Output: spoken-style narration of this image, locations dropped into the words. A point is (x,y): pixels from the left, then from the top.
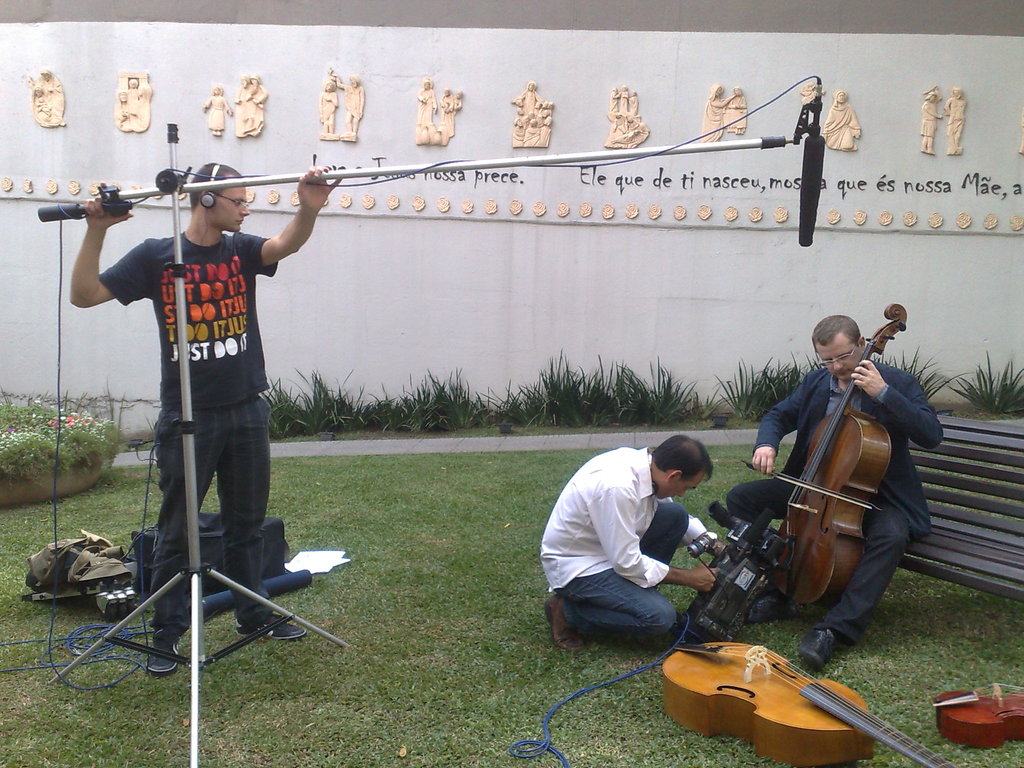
On wall (95,107) there are sculptures (529,121). This is grass (345,629) This person (230,489) is holding a stand (174,284). This person (811,385) is playing a cello (837,534). This person (601,549) is holding a camera (703,590). On grass (662,649) there is an instrument (795,696). These are plants (35,463). This is bench (953,518).
